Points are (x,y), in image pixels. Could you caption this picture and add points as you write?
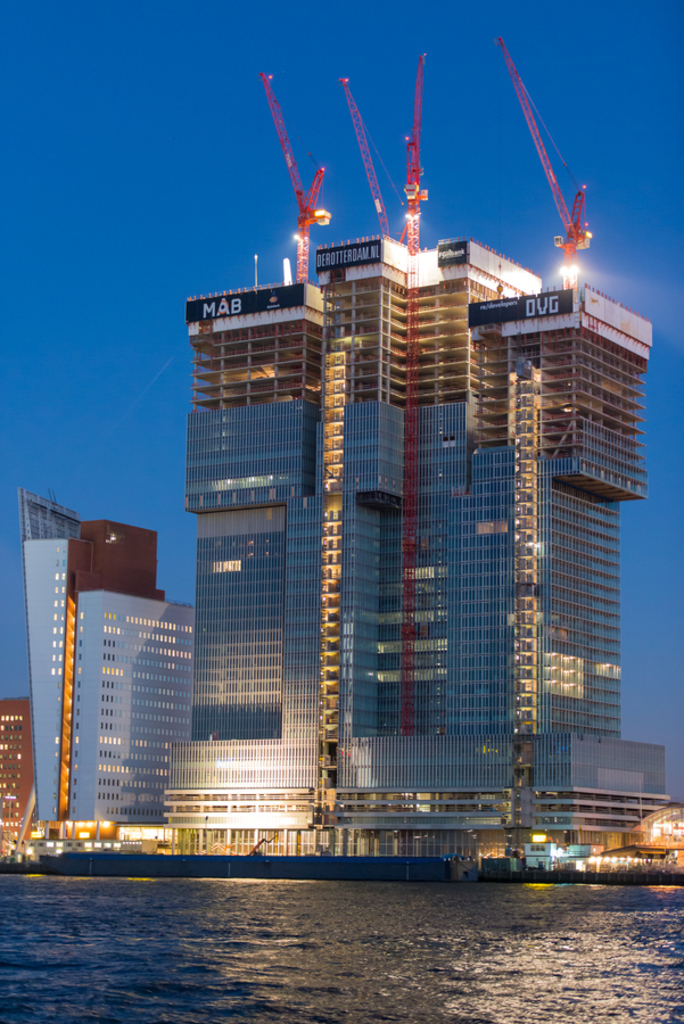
In this image there is water (318,985) at the bottom (324,954). In the middle (314,585) there is a tall building (384,430) which is under construction. At the top (110,104) there is the sky (110,104). On the left side (113,604) bottom there is another building (65,724) in which there are lights (71,683). We can see that there are cranes (407,161) at the top (407,161).
